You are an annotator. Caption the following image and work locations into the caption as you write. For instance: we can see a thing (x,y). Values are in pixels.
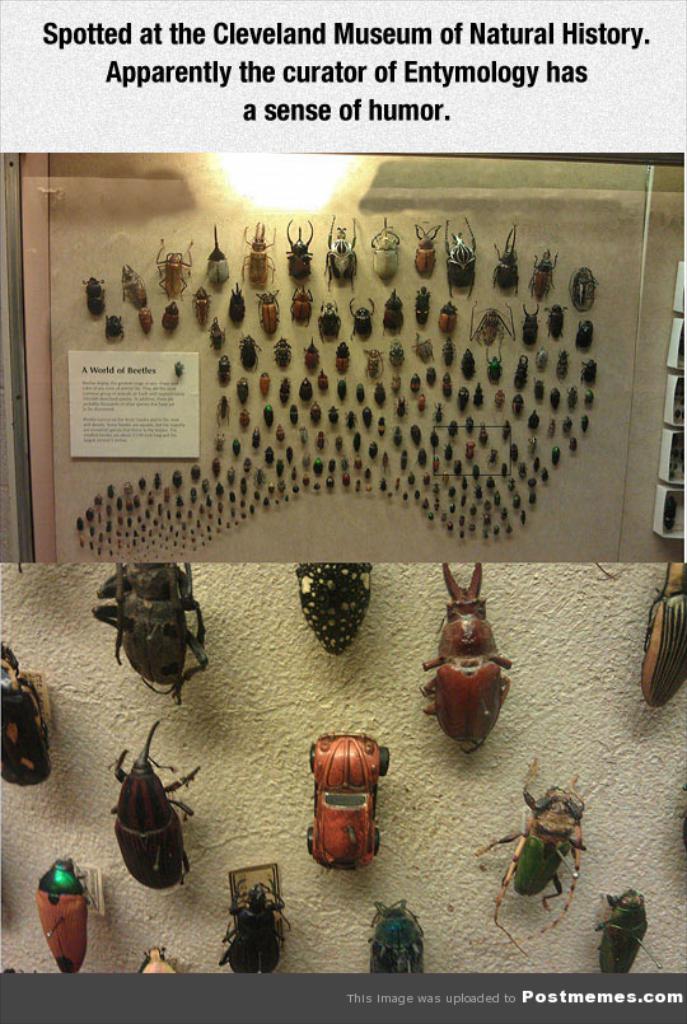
This image consists of a poster (324,339) with a few images (318,614) of bugs (152,789) and insects (225,941) and there is a text (571,34) on it.
